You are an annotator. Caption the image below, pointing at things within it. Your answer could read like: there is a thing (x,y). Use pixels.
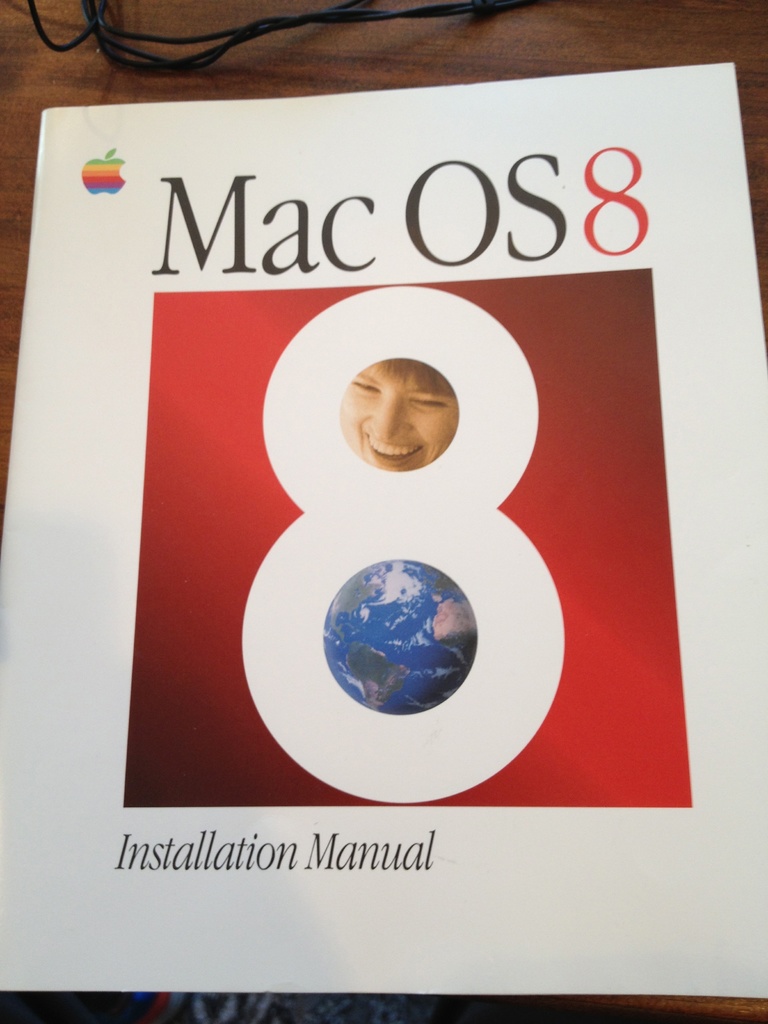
In this image we can see a book (364,628). We can see a globe (393,607), a face (396,424) of a person (413,397) and some text (512,184) printed on the cover page (415,213) of the book (398,210). There are few cables (241,37) at the top of the image (229,39). We can see a wooden object (489,56) in the image.
